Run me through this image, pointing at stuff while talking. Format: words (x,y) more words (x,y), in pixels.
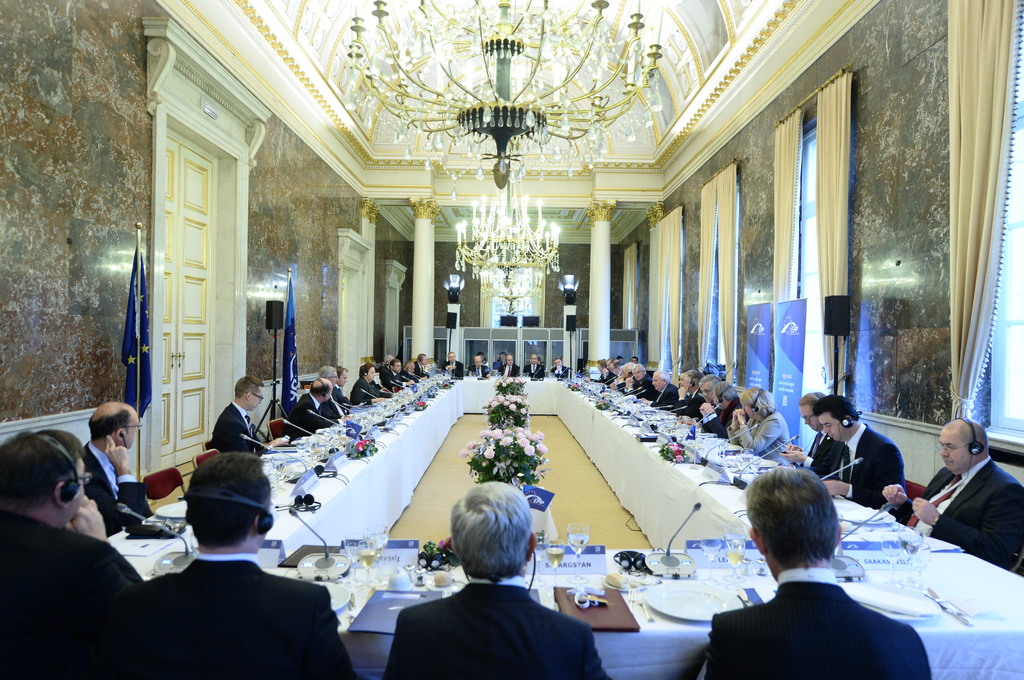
A meeting is going on. People (336,679) are seated on the chairs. There are tables (143,571). In the center (509,433) there are flowers (514,417). On the table (690,536) there are glasses (561,549), microphones (673,560), windows (712,310), curtains (830,341), speakers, door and chandeliers (517,72) on the top (505,79).
